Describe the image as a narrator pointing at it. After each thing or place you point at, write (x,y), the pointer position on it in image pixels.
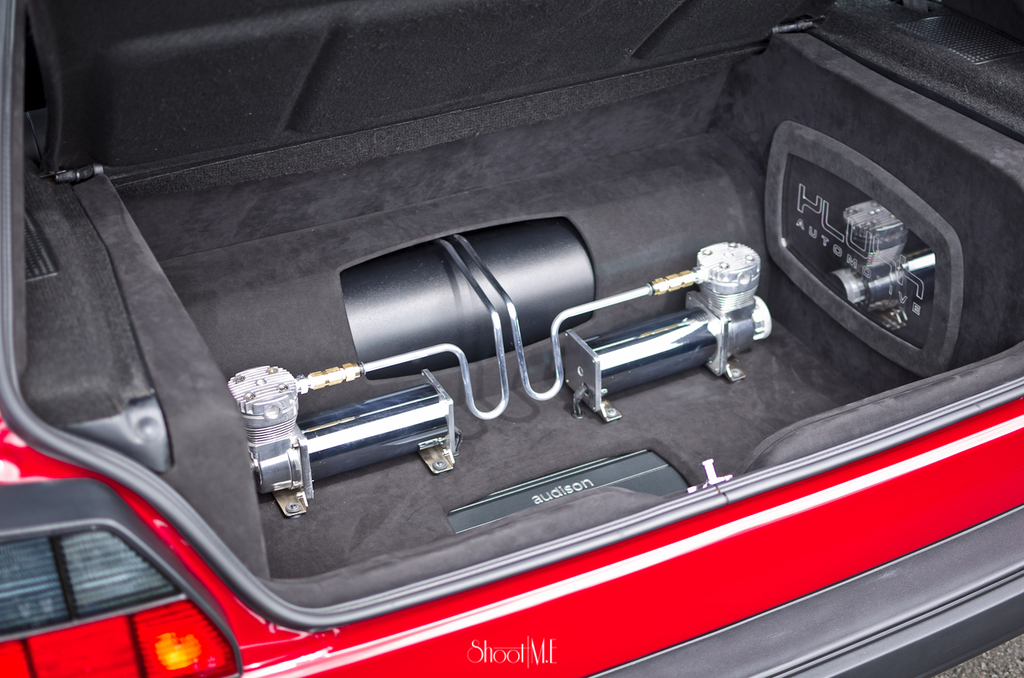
This looks like an equipment (578,372), which is placed in the car trunk (408,484). This car (433,516) looks red in color. I think this is a tail light (123,607). This is the watermark (528,660) on the image.
